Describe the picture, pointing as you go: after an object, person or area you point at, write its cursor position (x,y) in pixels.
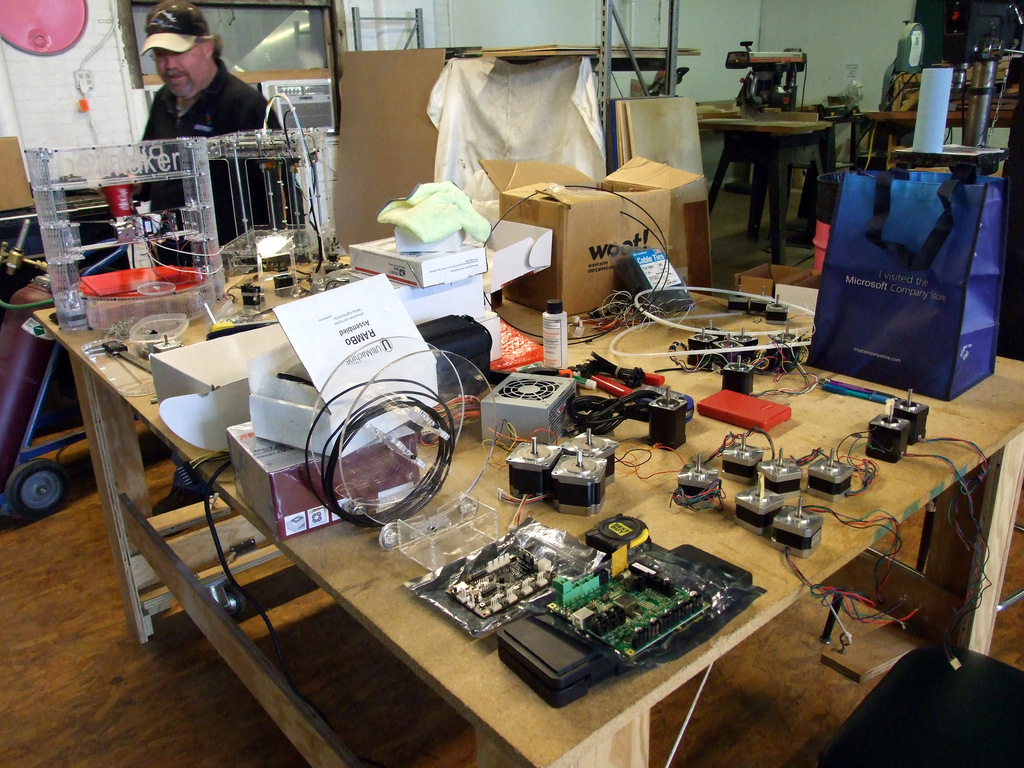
In this image we can see a table (162,425) and on the table (373,568) there are electrical equipment (516,405), cables (502,318), cardboard cartons (627,193) and a bag (940,293). In the background (93,35) we can see walls (570,8) and a person (168,177) standing on the ground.
